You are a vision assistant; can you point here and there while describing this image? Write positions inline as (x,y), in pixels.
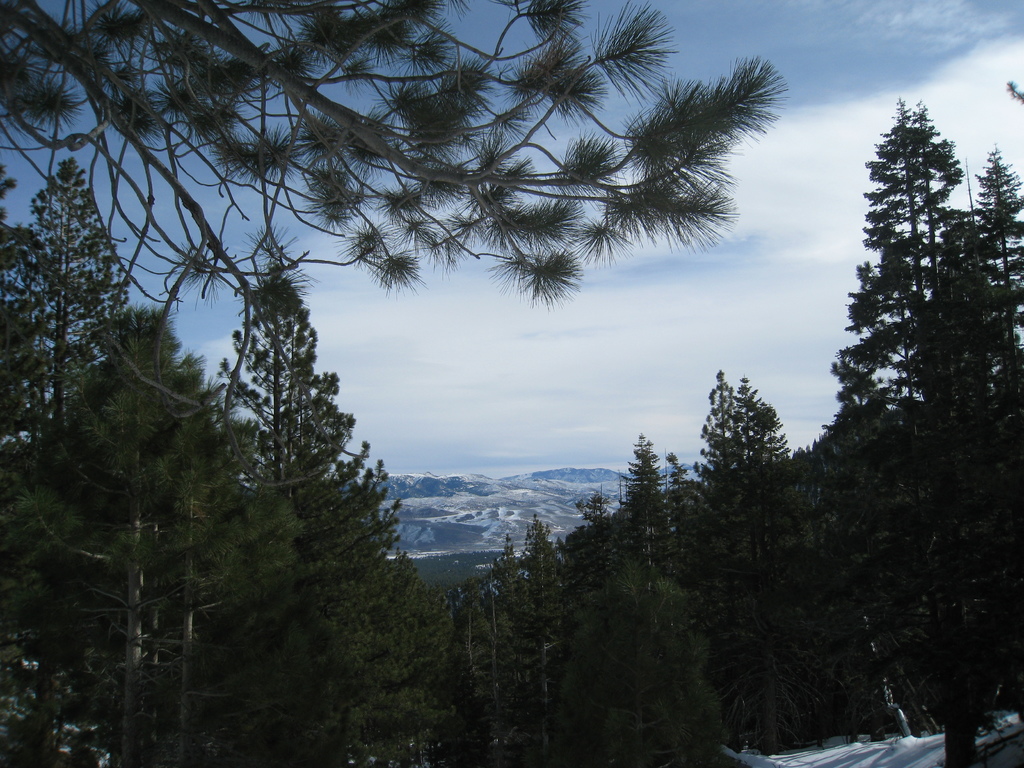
In this image I can see number of trees (696,684), clouds (729,317) and the sky (617,271).
